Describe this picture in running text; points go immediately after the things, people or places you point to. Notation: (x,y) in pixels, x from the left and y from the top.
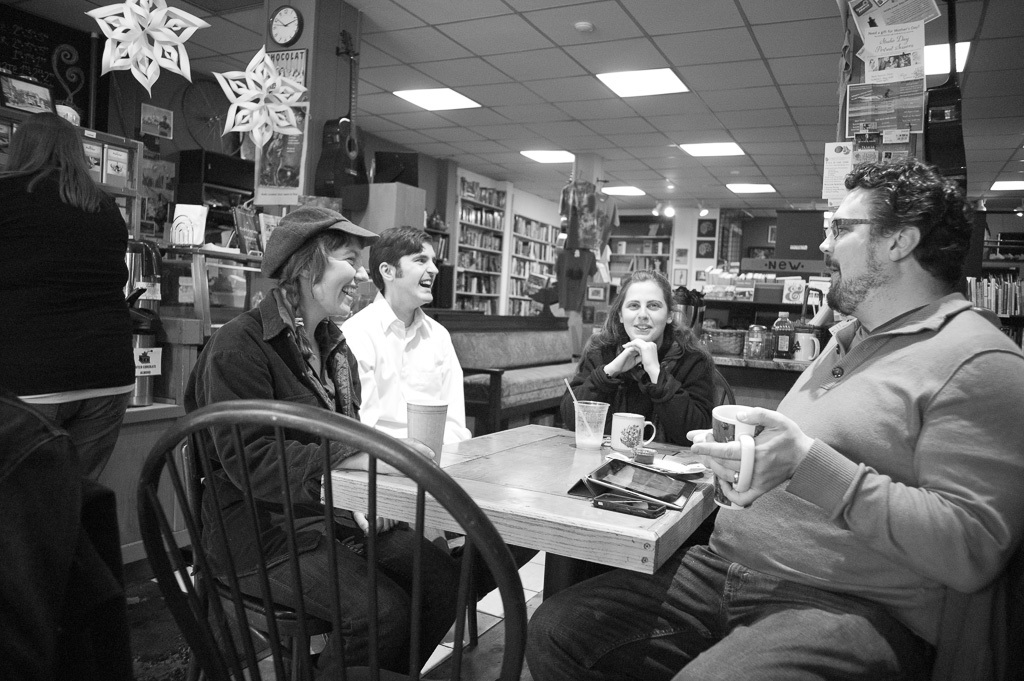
There are four persons (737,614) sitting on the chairs (454,502) as we can see at the bottom of this image (443,486). We can see a mobile (604,500) and glasses (625,429) are kept on a table (561,488). There is a person (84,342) standing on the left side of this image (62,286) is wearing a black color dress (69,278), and we can see books (546,229) and other objects (579,278) are present in the background (474,200).
